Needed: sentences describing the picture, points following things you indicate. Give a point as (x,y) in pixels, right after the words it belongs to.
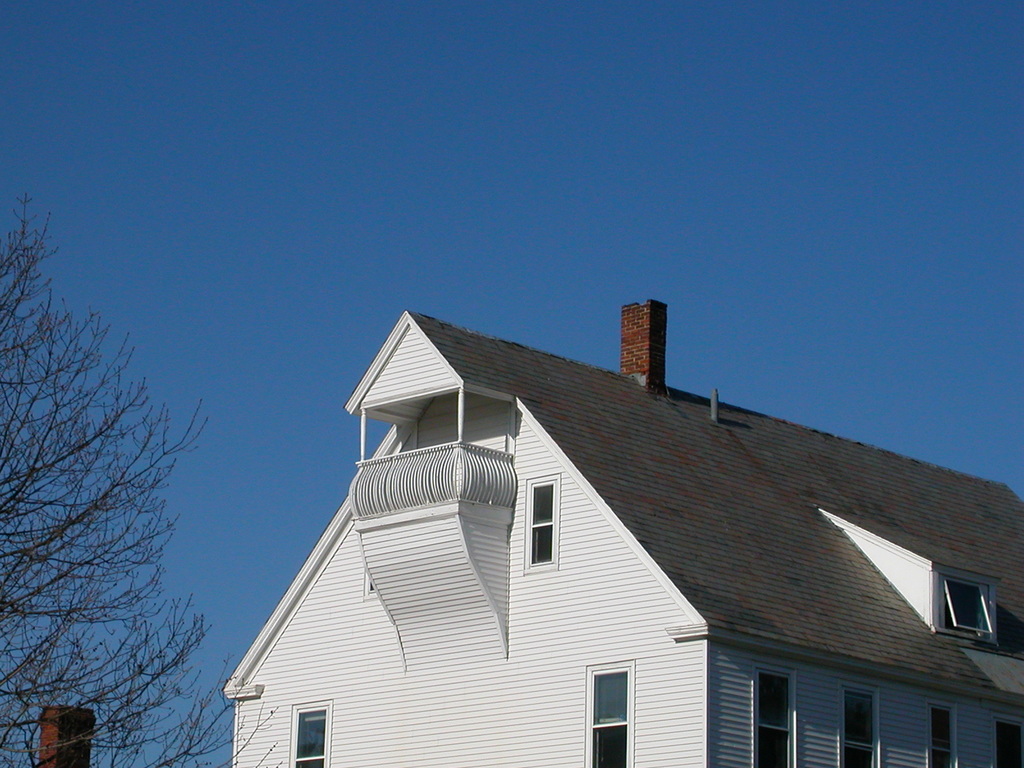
In the center of the image (525,495) a building (627,568), windows (592,686) are there. On the left side of the image (37,424) tree (10,552), chimney (51,733) are present. In the background of the image (296,213) sky (251,317) is there.
